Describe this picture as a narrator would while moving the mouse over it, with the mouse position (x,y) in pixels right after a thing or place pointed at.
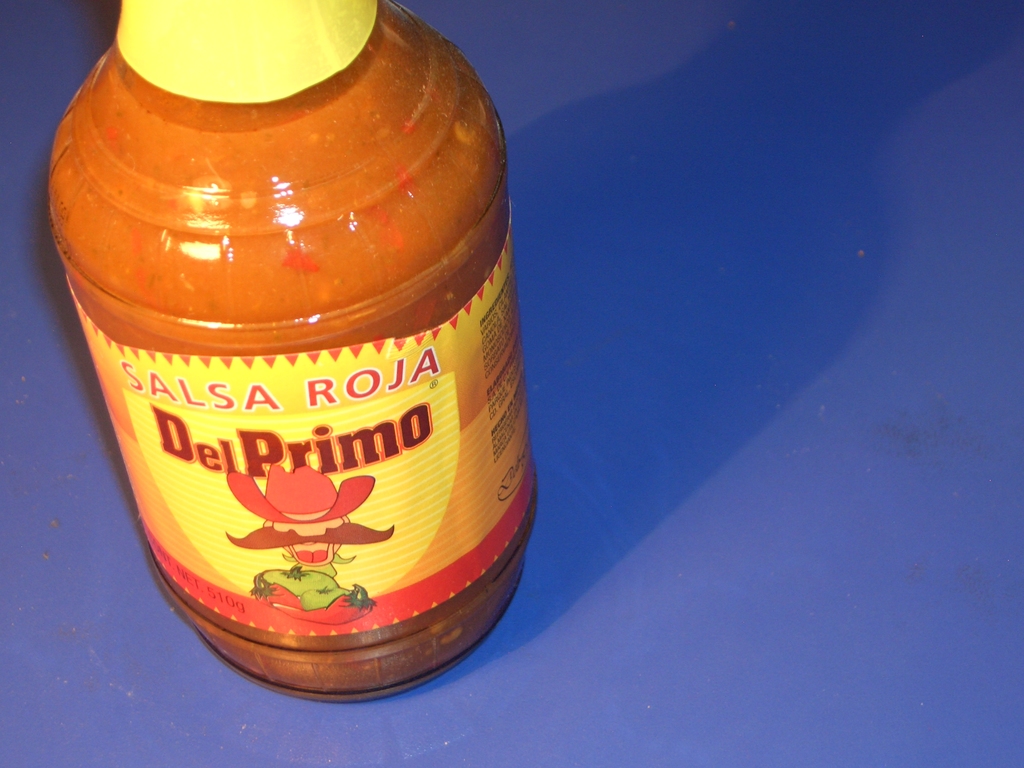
In this image, there is a bottle (269,125). This bottle (238,133) has a label (219,493) contains some text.
